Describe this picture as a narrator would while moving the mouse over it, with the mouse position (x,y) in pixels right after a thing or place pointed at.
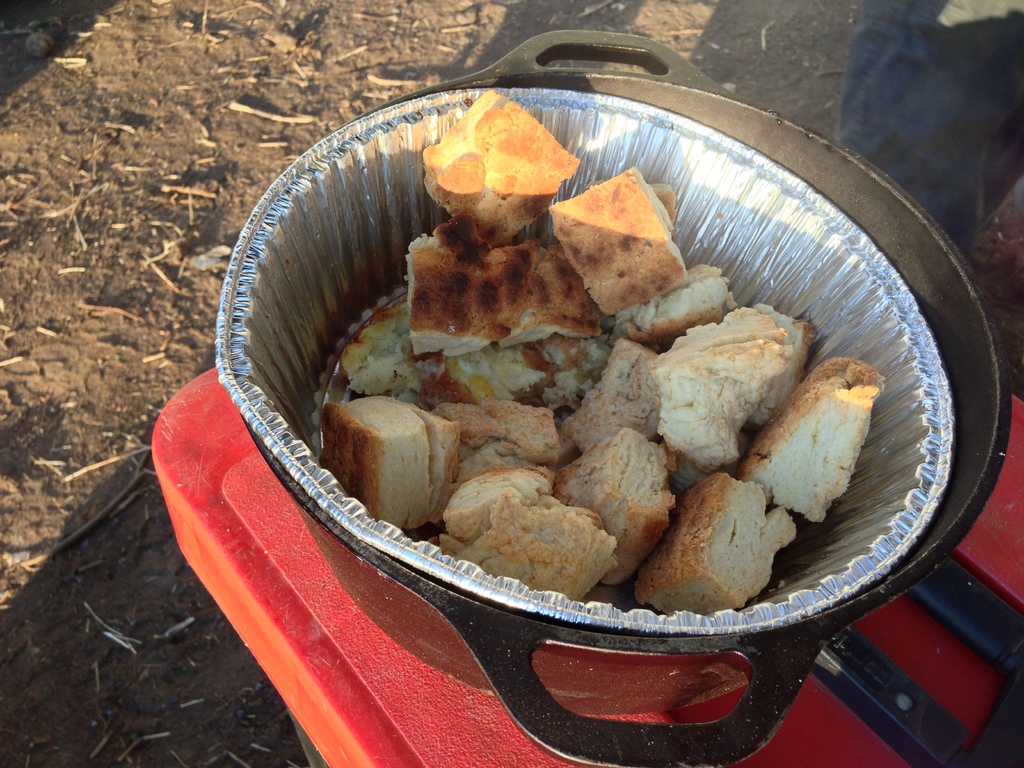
Here in the image we can see a red color box (446,767), on which a black bowl (951,314) was kept. Inside that bowl (950,340) a silver plated bowl (582,117) was present and which contain food items (669,594) which are baked one. On the left side (123,265) some sand (17,347) is there
